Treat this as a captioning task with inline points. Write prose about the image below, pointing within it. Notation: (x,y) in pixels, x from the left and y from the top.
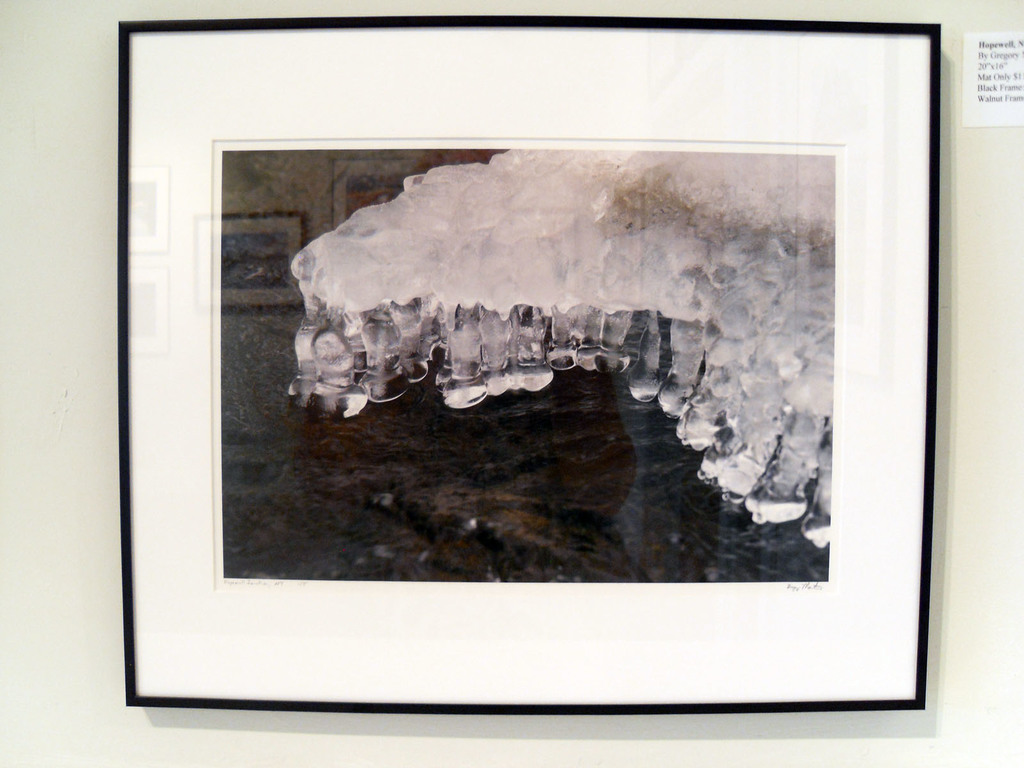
This is the picture of a frame (494,408). In this image there is a picture (498,398) of a ice (484,362) on the frame (181,279). There is a frame (138,367) on the wall (9,621) and there is a sticker (998,73) on the wall (961,59).
